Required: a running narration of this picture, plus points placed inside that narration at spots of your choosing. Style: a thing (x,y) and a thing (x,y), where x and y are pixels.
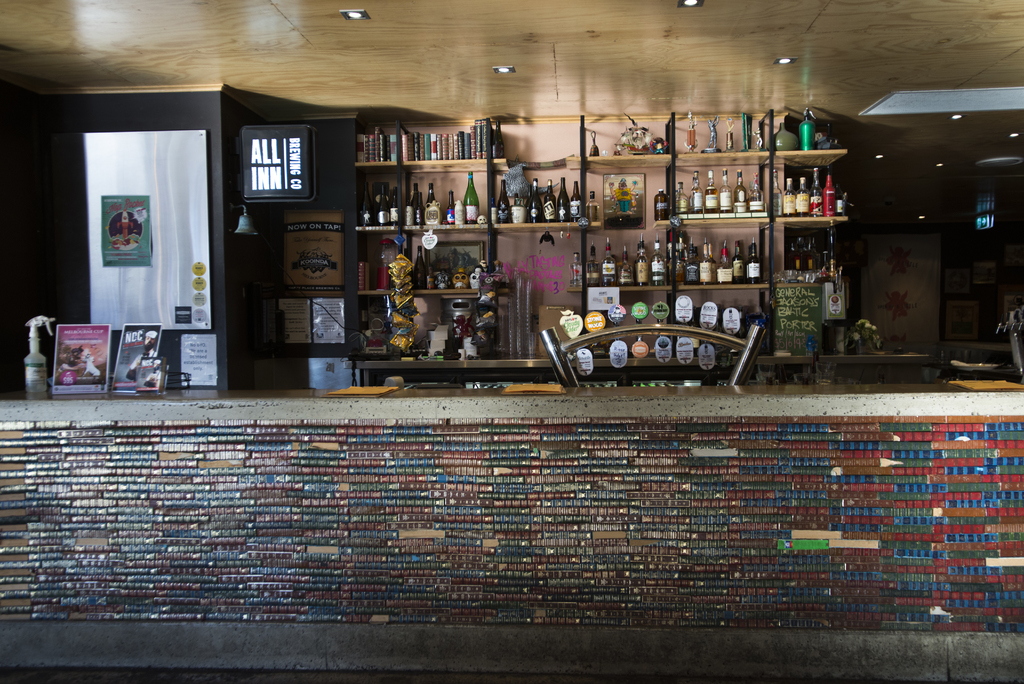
In this picture we can see the wall (938,526), bottles (806,203) on shelves (446,225), posters (56,358), lights (513,66), ceiling (326,28) and some objects (459,341).
